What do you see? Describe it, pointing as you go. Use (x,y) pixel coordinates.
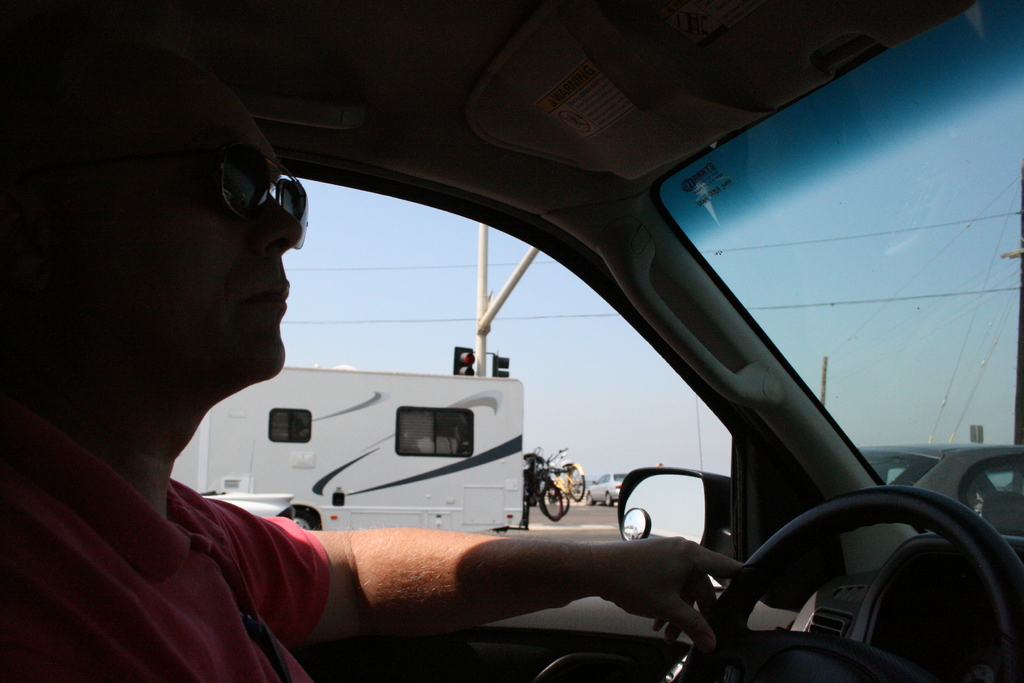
In this image there is a person (197,507) sitting in a car (799,553) is holding the steering (768,550) in his hand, to the left of the person (555,583) there is a truck (427,447), behind the truck (455,407) there is a traffic signal pole (483,337) and few electrical cables (443,267).
